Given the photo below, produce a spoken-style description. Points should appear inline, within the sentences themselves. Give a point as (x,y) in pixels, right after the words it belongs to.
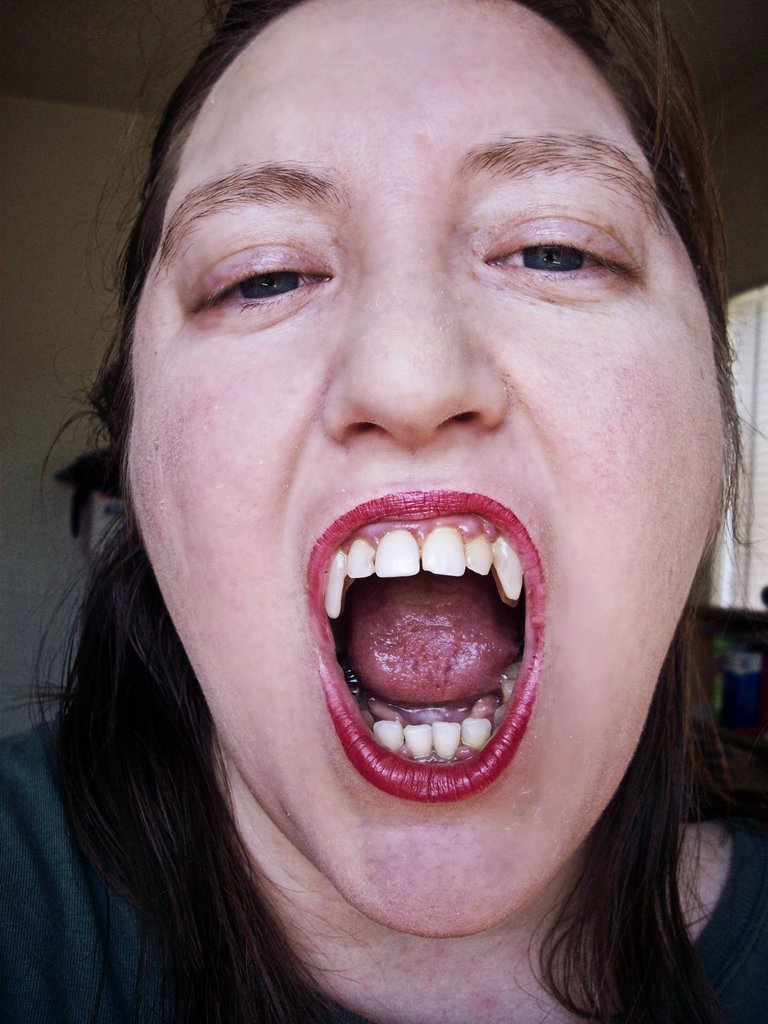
In the image there is a woman (183,337), she is opening her mouth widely and the background of the woman (491,31) is blur.
